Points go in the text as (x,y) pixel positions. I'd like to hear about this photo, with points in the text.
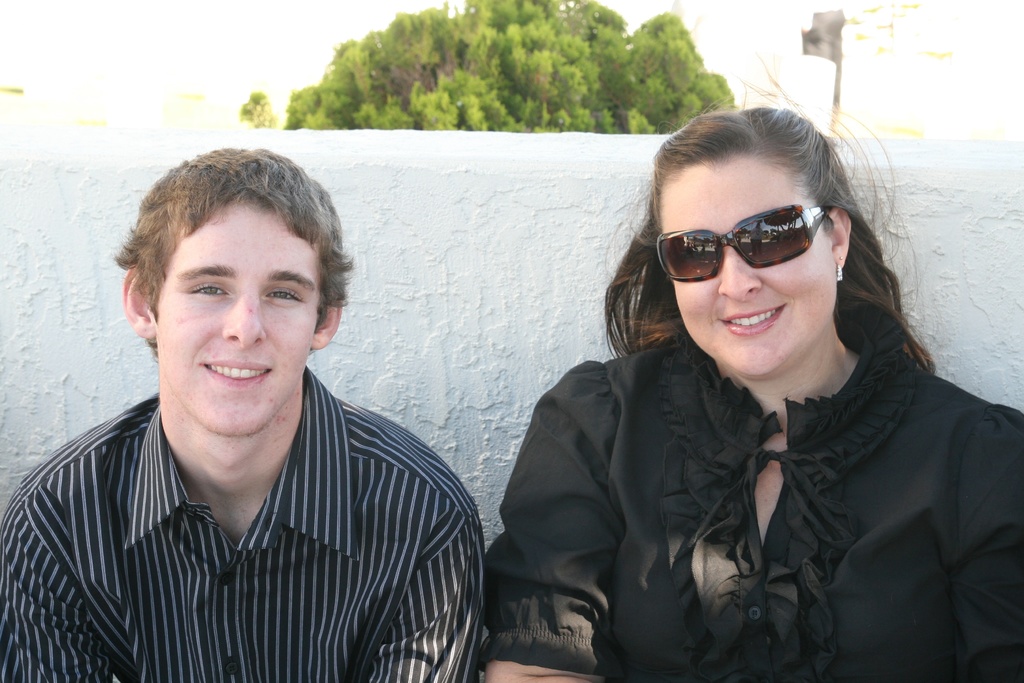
Here I can see a woman (646,449) and a man (209,450) smiling and giving pose for the picture. At the back of these people (553,418) there is a wall (531,298). At the top (536,43) I can see a tree (445,83).
